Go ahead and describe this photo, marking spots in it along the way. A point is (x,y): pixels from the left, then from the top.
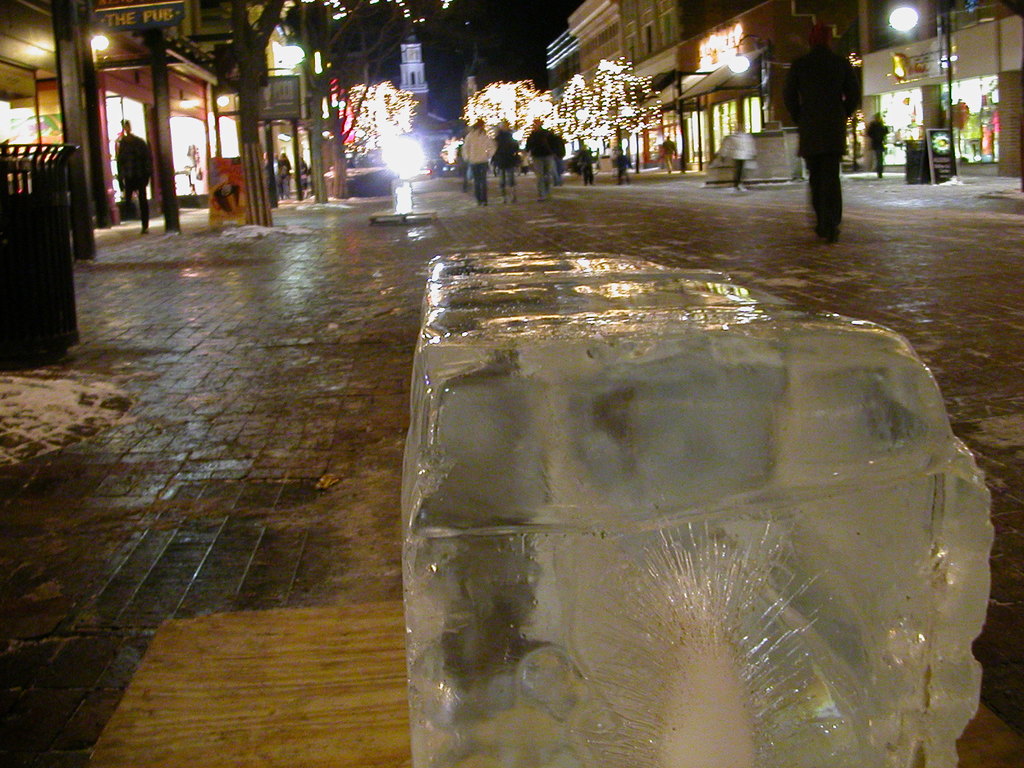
In this picture we can see an ice block (643,514) in the front (643,506), there are some people (531,160) in the background (480,145), we can see lights (595,117) here, on the left side (197,134) and right side (805,10) there are buildings (784,61), we can see trees (248,138) here, on the right side (938,153) there is a hoarding (940,168).
